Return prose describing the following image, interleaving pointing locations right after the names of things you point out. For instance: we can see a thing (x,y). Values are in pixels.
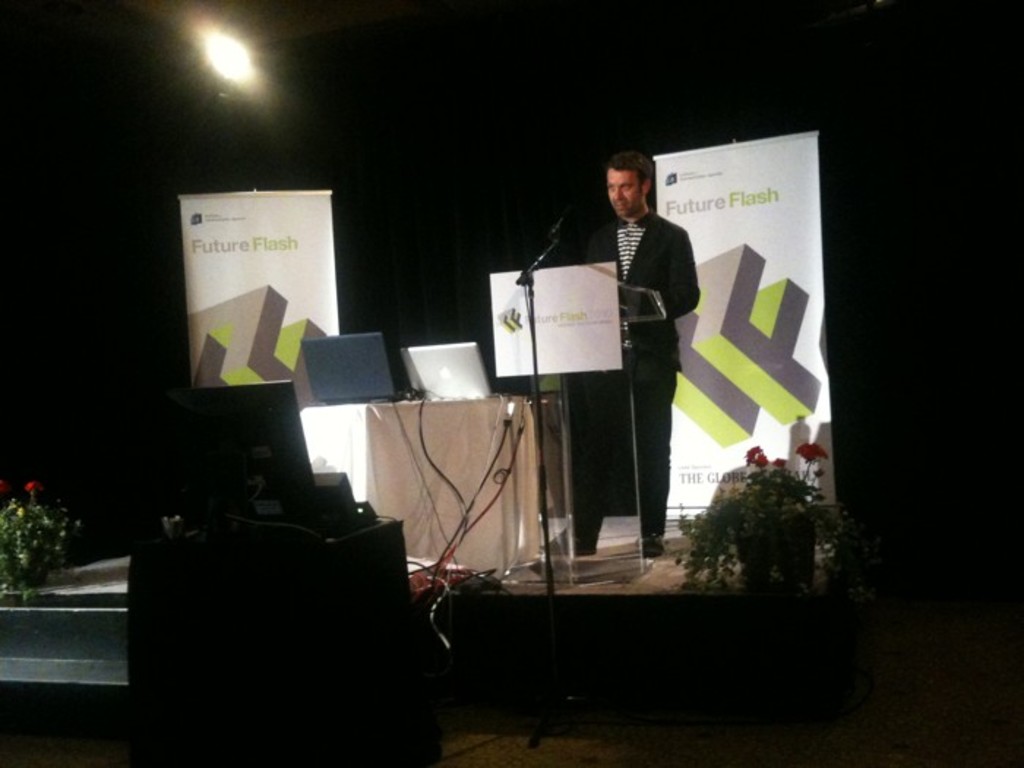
In the picture we can see a person (676,291) wearing black color dress (670,332) standing behind glass podium (562,386) and there is microphone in front of him, there are some laptops (362,369) on table (346,409) next to him, in the foreground of the picture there are some objects (201,551), flower pots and in the background of the picture (81,315) there are some boards (700,263), dark curtain (406,228).
